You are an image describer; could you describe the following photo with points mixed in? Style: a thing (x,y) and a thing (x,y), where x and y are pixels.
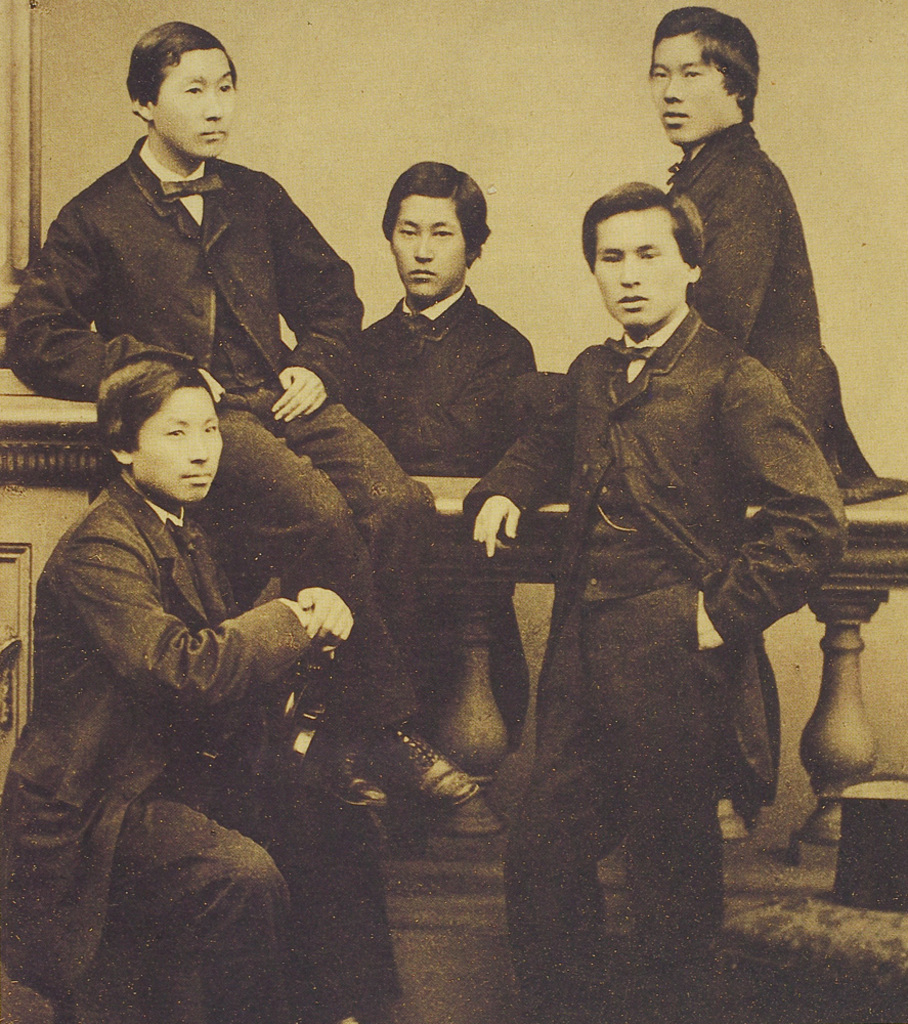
In this image we can see people (682,560). In the background (448,131) there is a wall (392,71).
